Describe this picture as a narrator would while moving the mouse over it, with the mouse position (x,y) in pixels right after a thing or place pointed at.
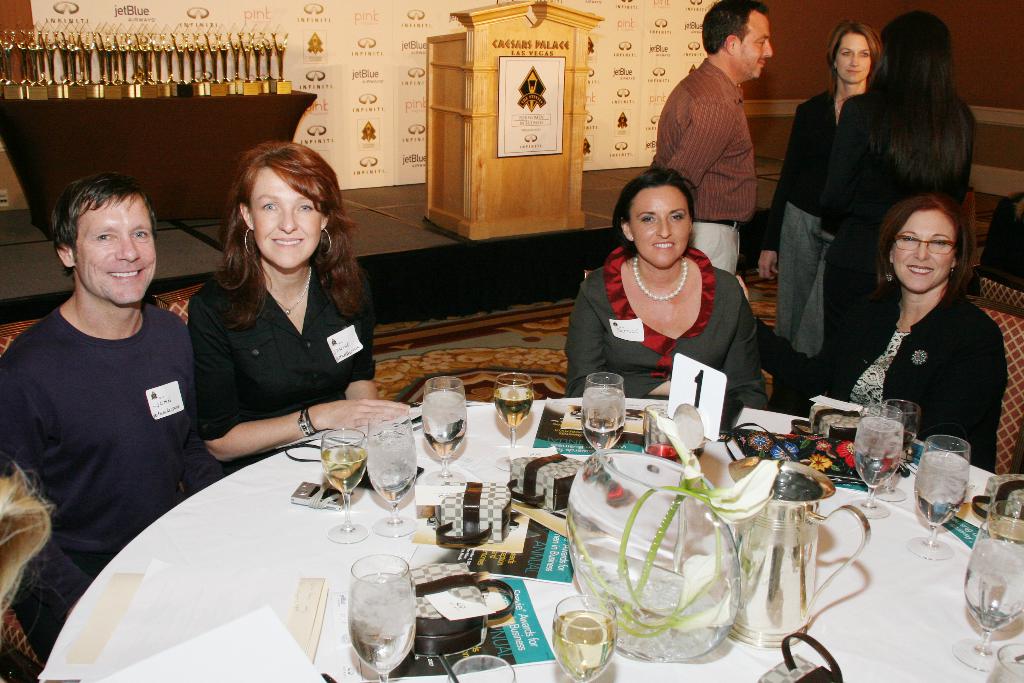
Here we can see four persons (968,407) are sitting on the chairs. They are smiling. This is table (302,573). On the table (382,540) there are glasses (390,663), jar (747,560), and boxes (426,615). This is floor (527,345) and there is a podium (484,151). Here we can see three persons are standing on the floor (529,353). And there are trophies (181,90) and this is wall (367,102).
